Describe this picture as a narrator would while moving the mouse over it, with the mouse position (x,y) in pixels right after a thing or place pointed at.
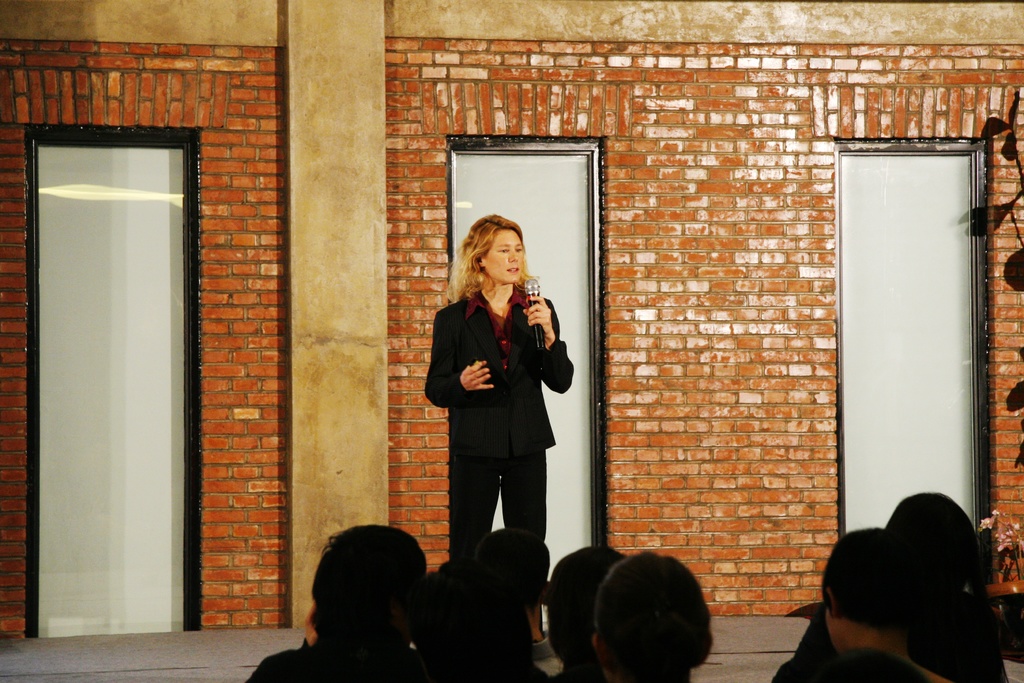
In this image i can see a person (480,264) holding a mike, wearing a black color jacket (439,353) standing on the floor (193,646), back side of her there are the doors (559,212) and wall (465,102) visible and there are the some persons (536,577) bottom visible.
